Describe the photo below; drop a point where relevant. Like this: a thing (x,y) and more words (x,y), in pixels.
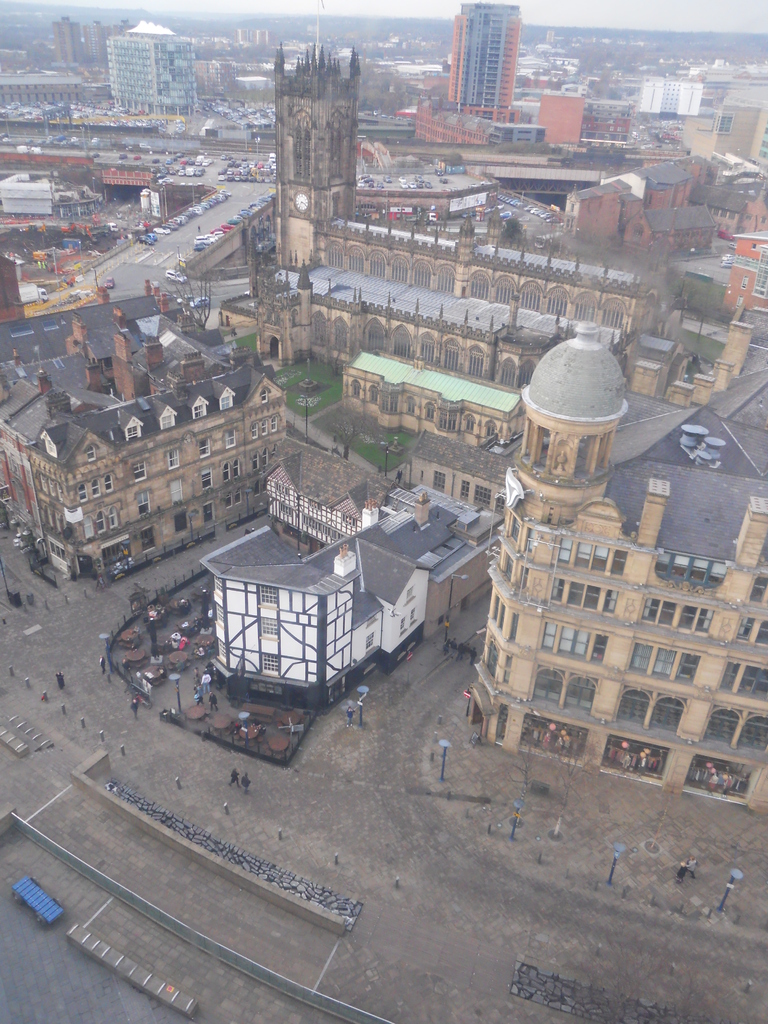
In this image, I can see the view of the city (373,364). These are the buildings (310,345). I can see the vehicles (183,164) on the roads (172,254). There are few people (133,707) standing. I think these are the street lights (366,691).
